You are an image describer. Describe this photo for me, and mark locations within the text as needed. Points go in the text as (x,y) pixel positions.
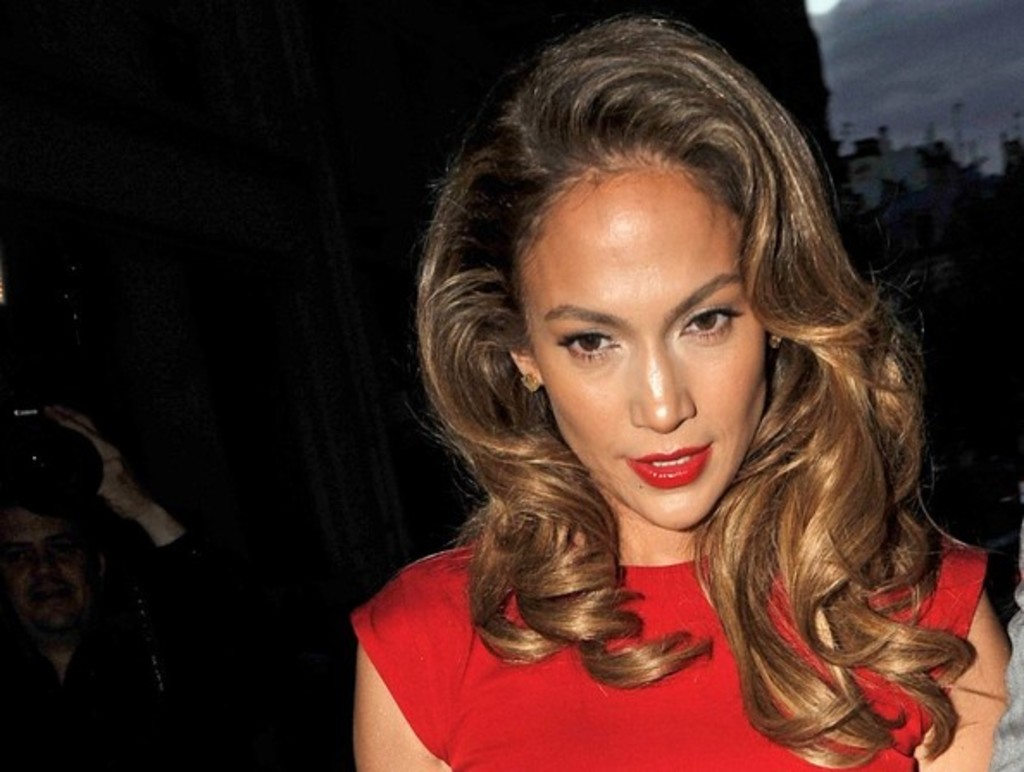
Here we can see a woman (554,643) and there is a man (37,524) holding a camera (84,481). There is a dark background (989,395).
